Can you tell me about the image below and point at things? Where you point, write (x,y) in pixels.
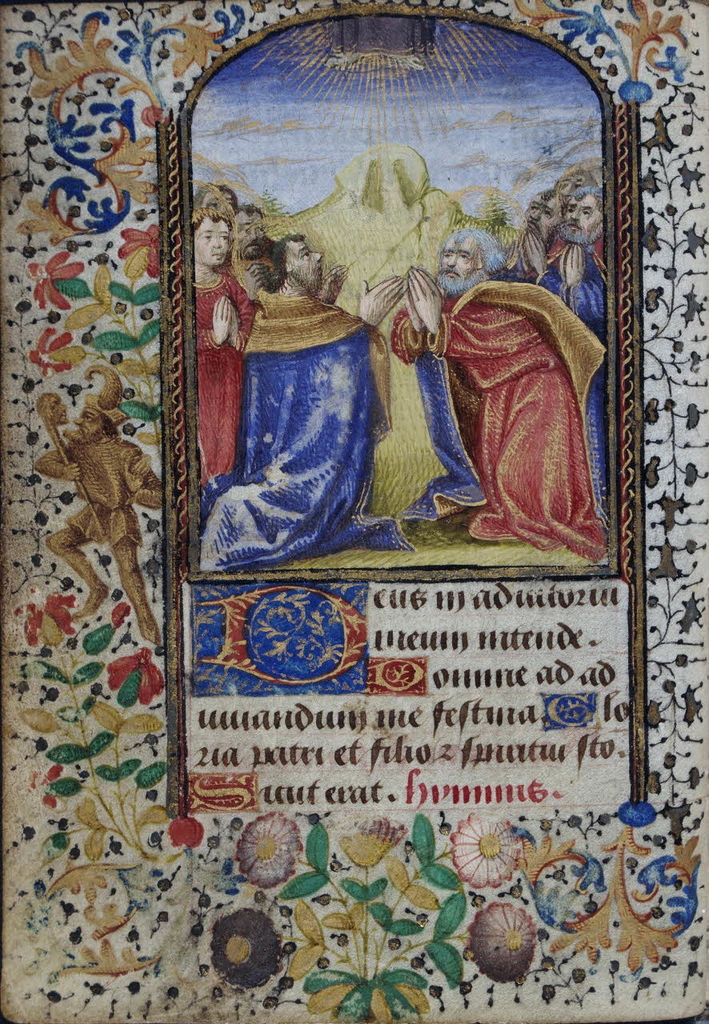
In this image there is some painting (343,528) on the page (276,427). Middle of the image (269,509) there is some painting (283,333) of few people (303,303). Below it there is some text (425,636). Background (376,997) there is painting (402,891) of few flowers (256,871) and leaves (100,871).
